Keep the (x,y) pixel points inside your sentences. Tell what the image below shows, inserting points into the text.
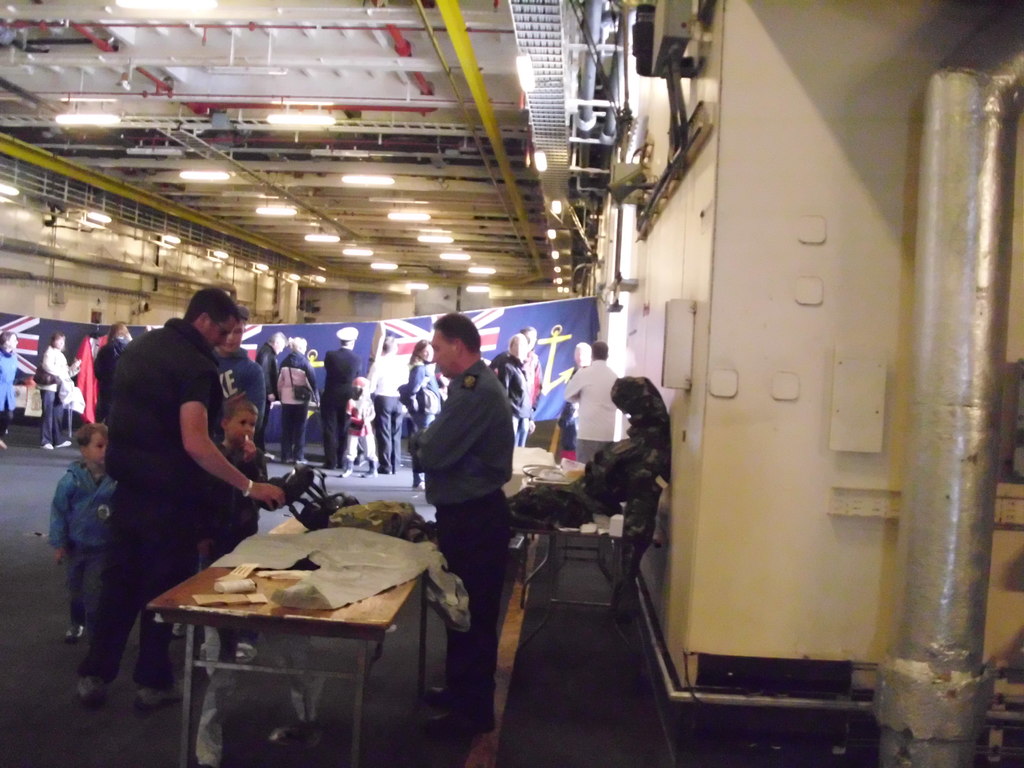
In this image I can see number of people (454,327) are standing, here I can see he is wearing a uniform (475,500). I can also see few tables (353,619) and on this table (365,623) I can see few stuffs (270,556). In the background (562,310) I can see flag (561,310) and here on ceiling (329,158) I can see lights (553,269).
